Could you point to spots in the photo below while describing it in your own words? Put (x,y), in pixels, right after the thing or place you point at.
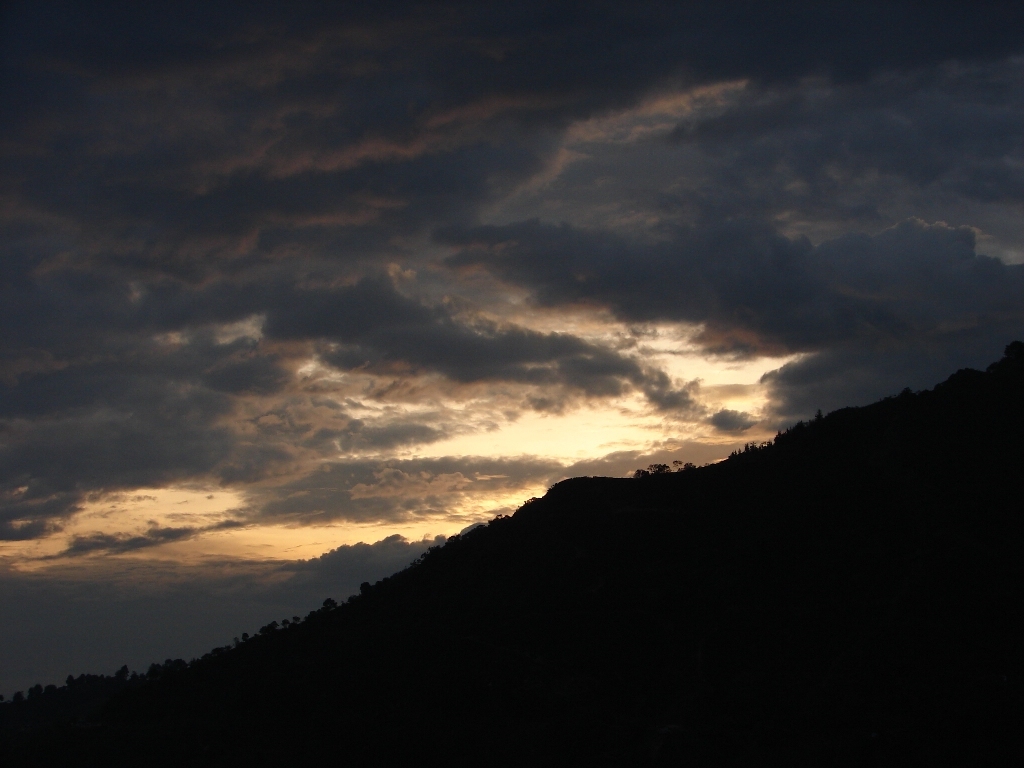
In this picture we can see few trees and clouds (353,433).
